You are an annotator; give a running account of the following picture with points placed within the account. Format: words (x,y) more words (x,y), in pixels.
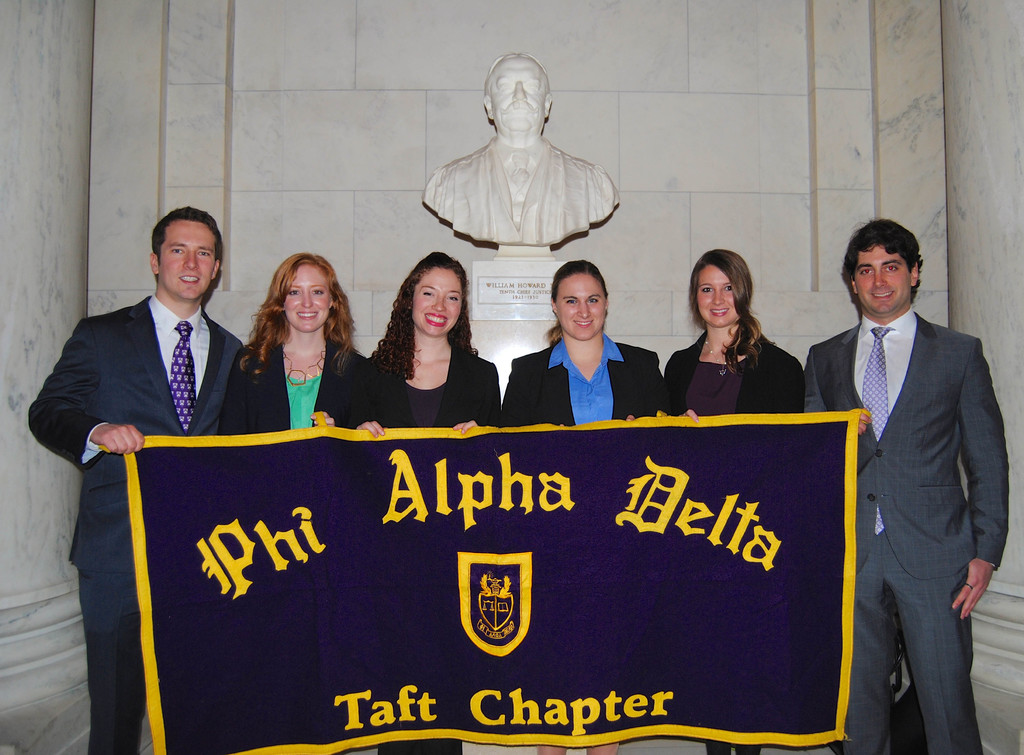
In the center of the image (584,292) there are people (382,748) standing and holding a banner (369,733) in their hand (697,417). In the background of the image (538,211) there is a statue (553,162). There is a wall (479,33).
